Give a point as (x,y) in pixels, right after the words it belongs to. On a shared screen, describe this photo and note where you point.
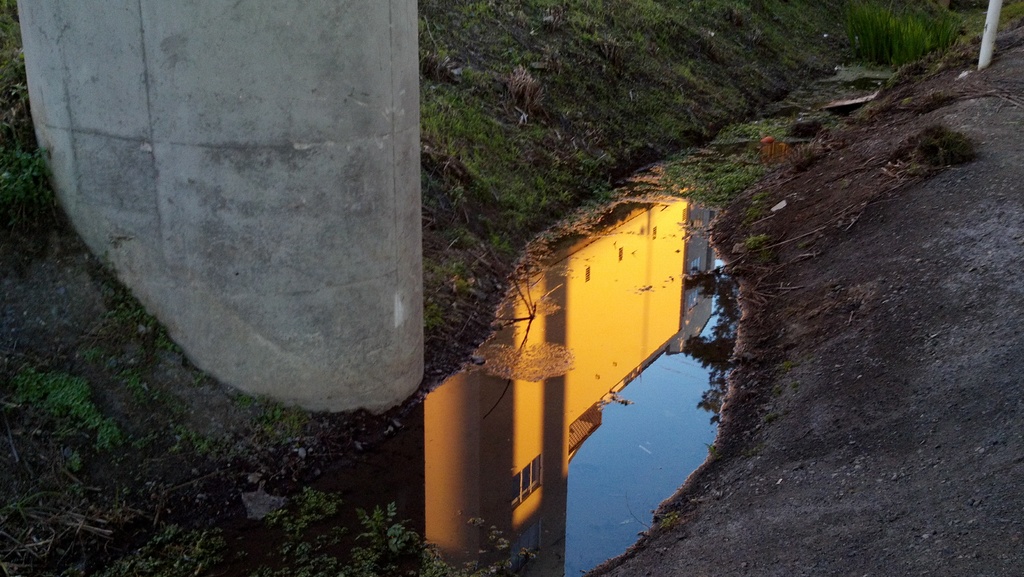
In this image we can see water (578,468), pole (347,251) and grass (558,117). In the water (588,352) we can see the shadows (588,453) of sky (649,401), trees (704,360) and buildings (586,365).
